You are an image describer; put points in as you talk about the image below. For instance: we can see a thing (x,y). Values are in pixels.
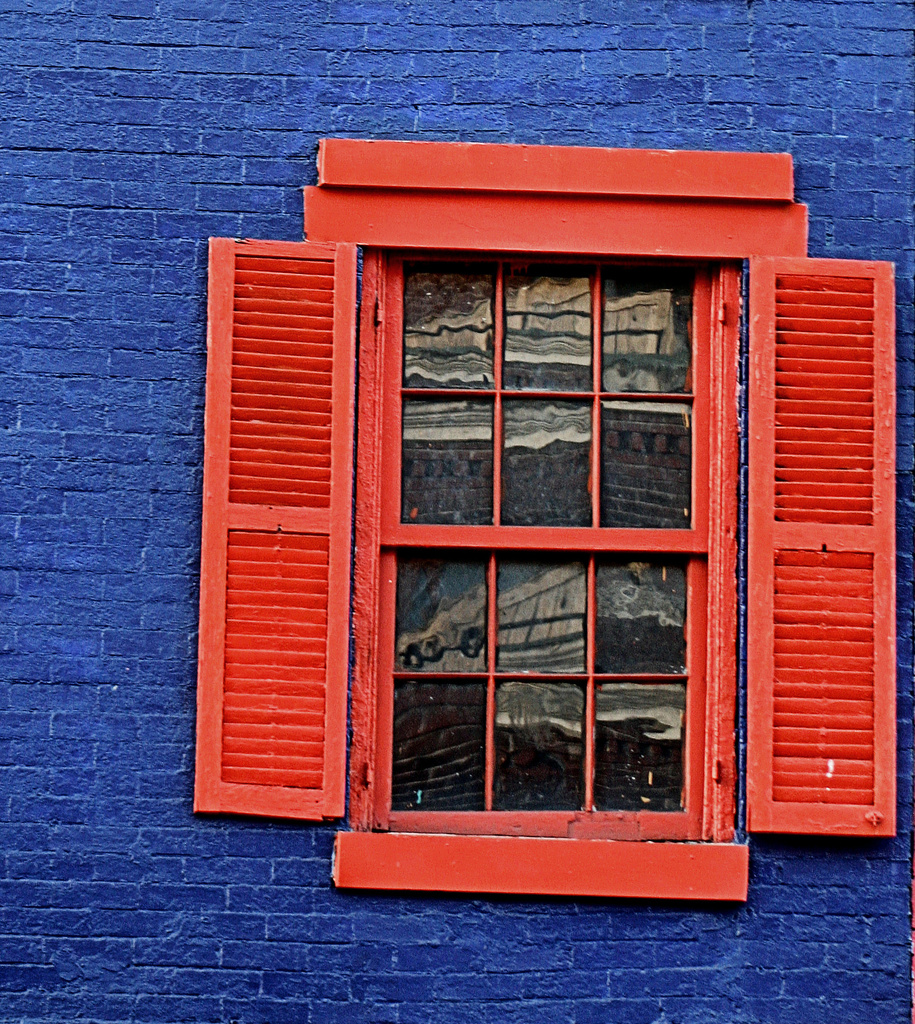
In this image we can see one big blue wall (303,980) and one red wooden window (308,753) with glass (470,656).
